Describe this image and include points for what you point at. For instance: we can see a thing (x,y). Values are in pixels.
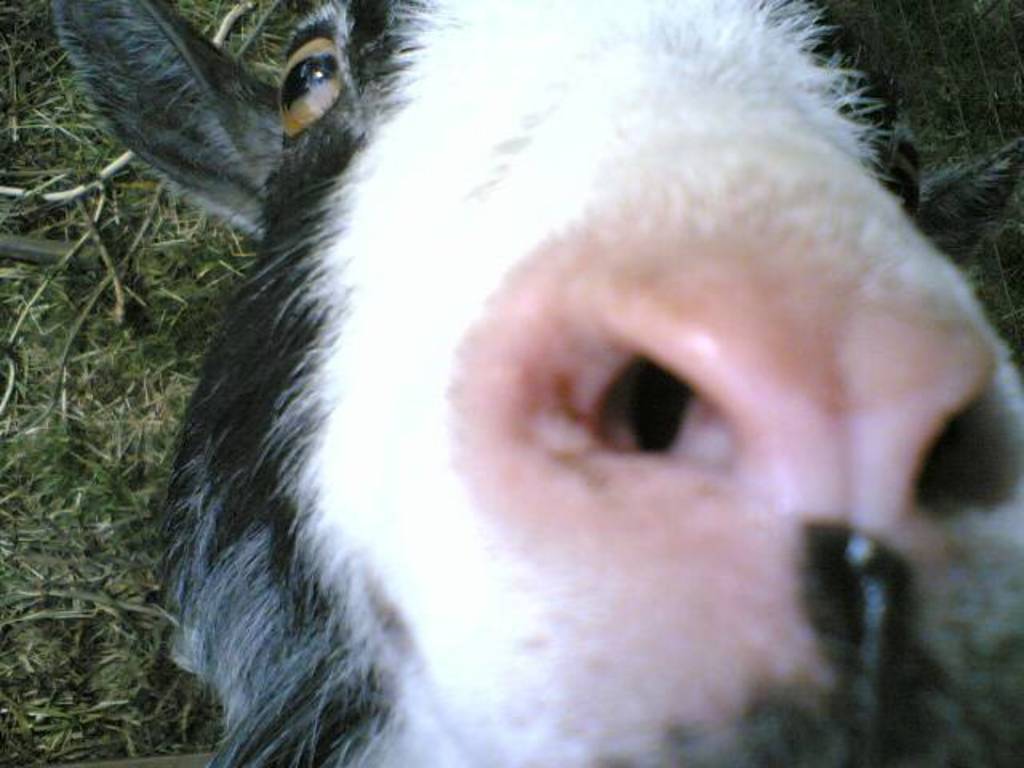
There is an animal (588,477). In the background (158,338) there is grass (121,593).
